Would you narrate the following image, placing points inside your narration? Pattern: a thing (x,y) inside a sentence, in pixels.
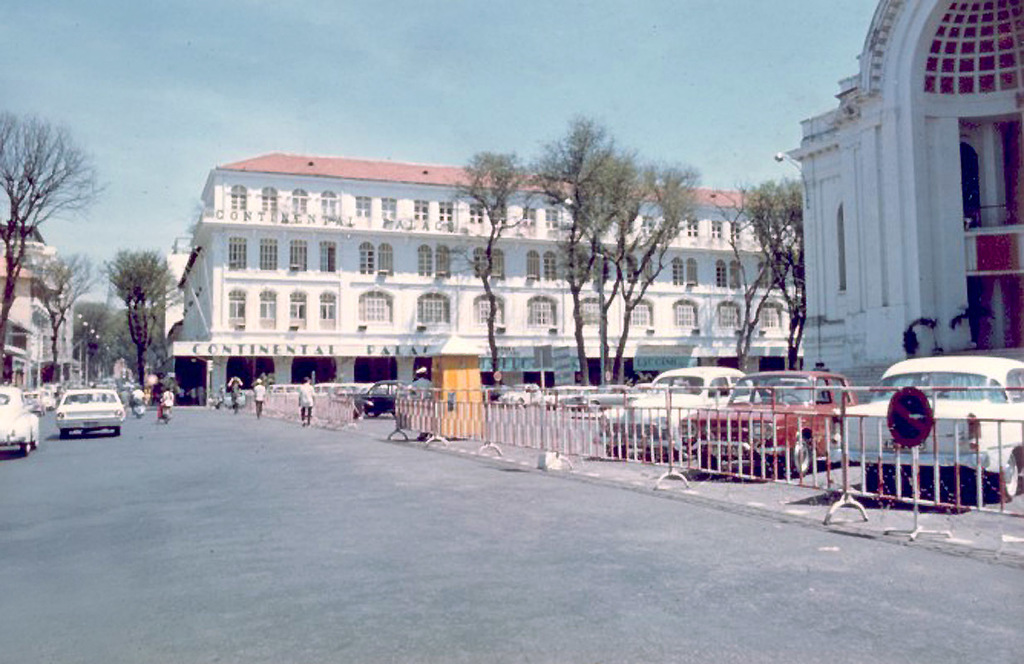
This is a picture of a city (810,444), where there are iron grills (445,432), sign board (895,407), buildings (23,261), trees (83,339), poles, lights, group of people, vehicles (1014,370) on the road (815,645), and in the background (378,59) there is sky (508,78).
